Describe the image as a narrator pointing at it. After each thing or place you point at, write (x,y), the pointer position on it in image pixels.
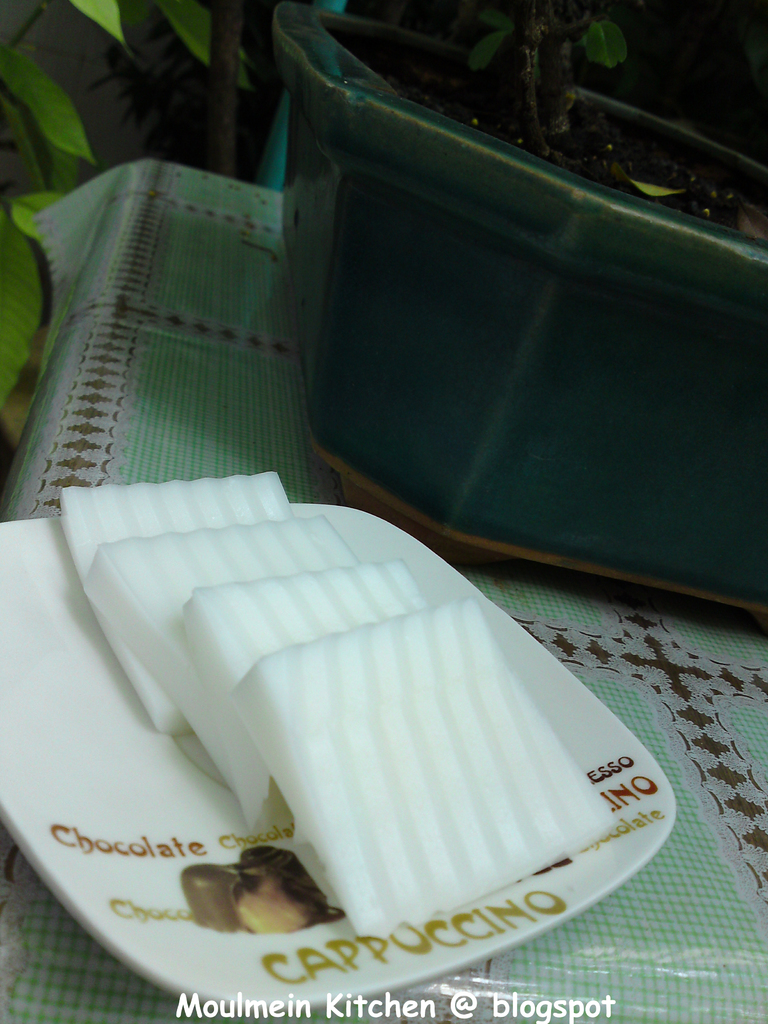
On this table (220,176) we can see plant (440,172), plate (153,844) and food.
